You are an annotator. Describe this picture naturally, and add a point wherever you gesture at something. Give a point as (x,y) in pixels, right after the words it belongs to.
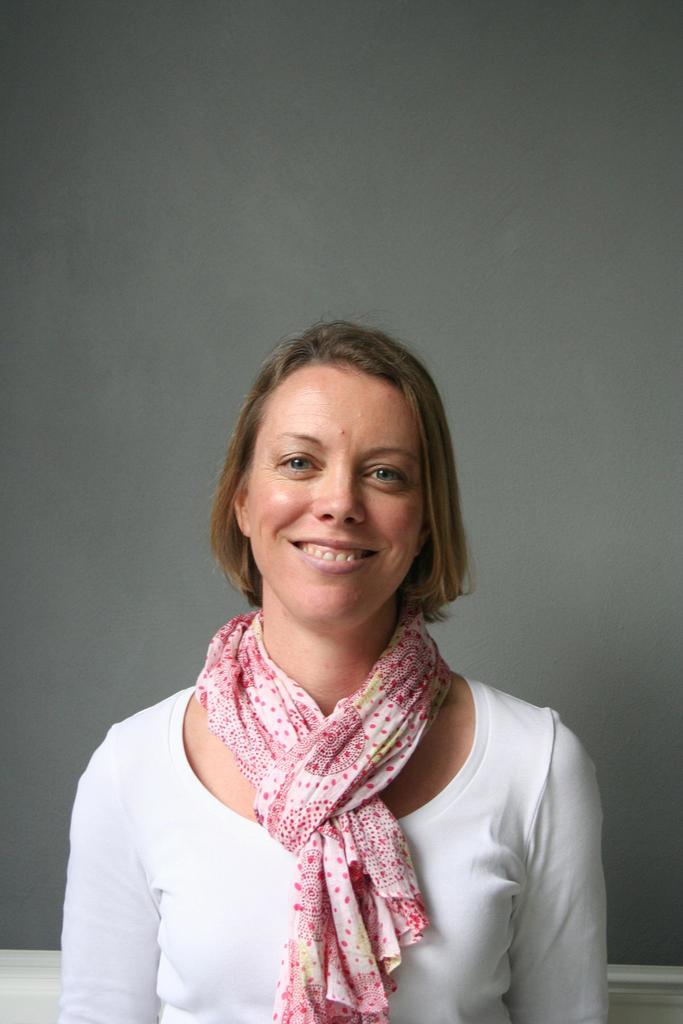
In this image, in the middle (387,450), we can see a woman (413,865) wearing a white color shirt (167,938) and red color scarf (352,785). In the background (460,5), we can see a gray color.
